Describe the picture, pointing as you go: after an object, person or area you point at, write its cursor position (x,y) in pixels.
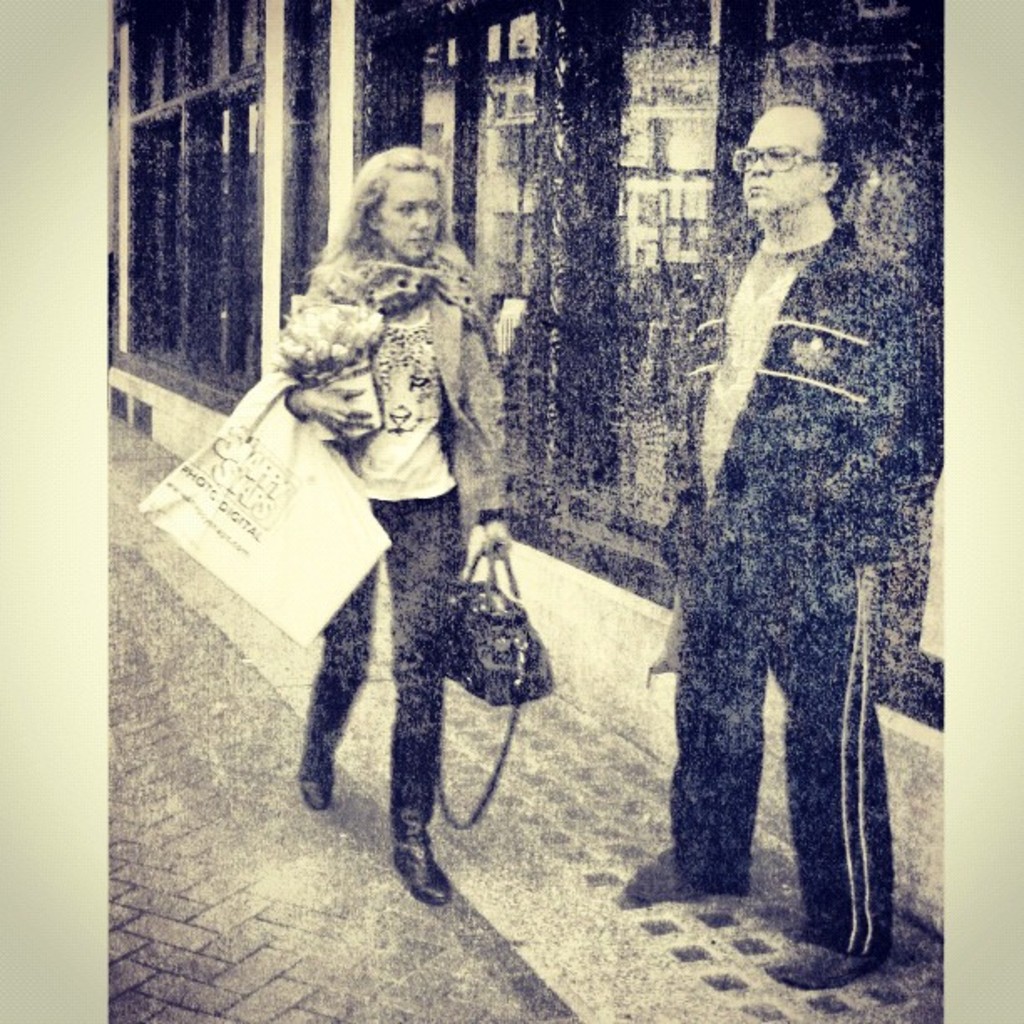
It is a black and white picture. In the center of the image (428,555) we can see one person (737,504) is standing and the other person (387,519) is walking. And we can see they are holding some objects (277,564). Among them, we can see one person (672,535) is wearing glasses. In the background (565,353) there is a building (277,128), wall (907,85) and a few other objects (652,181). And we can see the cream color border (994,298) on the left (55,610) and right side of the image (979,97).
